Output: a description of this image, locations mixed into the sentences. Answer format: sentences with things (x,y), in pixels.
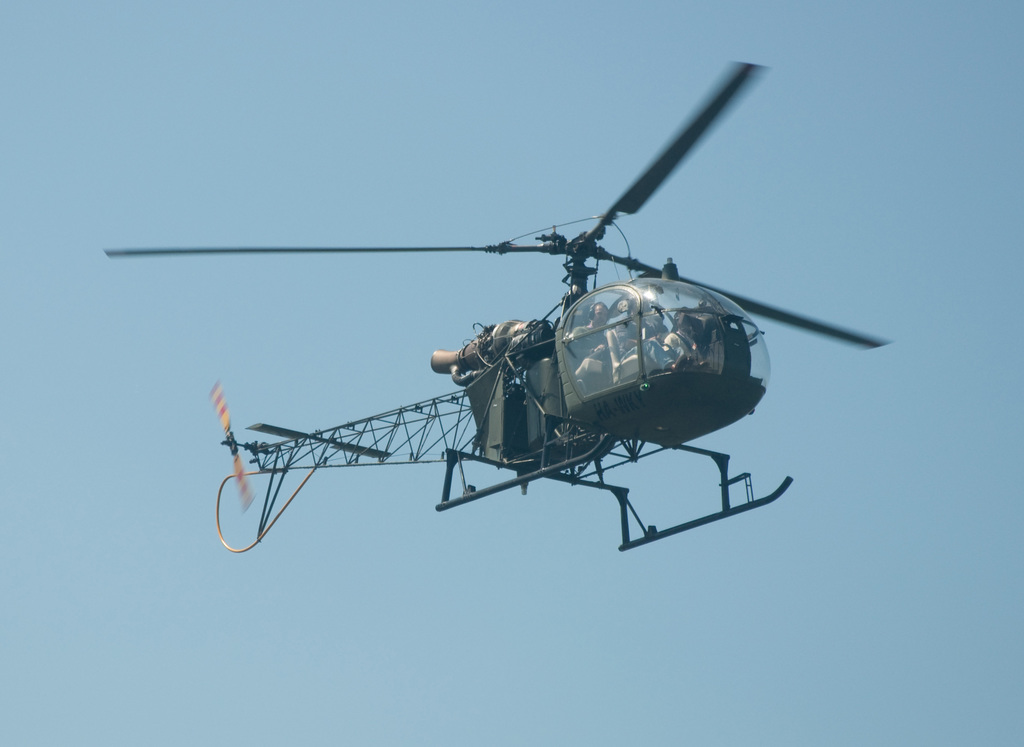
In this picture we can see a helicopter (718,418) flying in the air (887,623) and we can see a person (711,366) inside a helicopter (687,296). In the background (534,531) there is sky (816,56).
